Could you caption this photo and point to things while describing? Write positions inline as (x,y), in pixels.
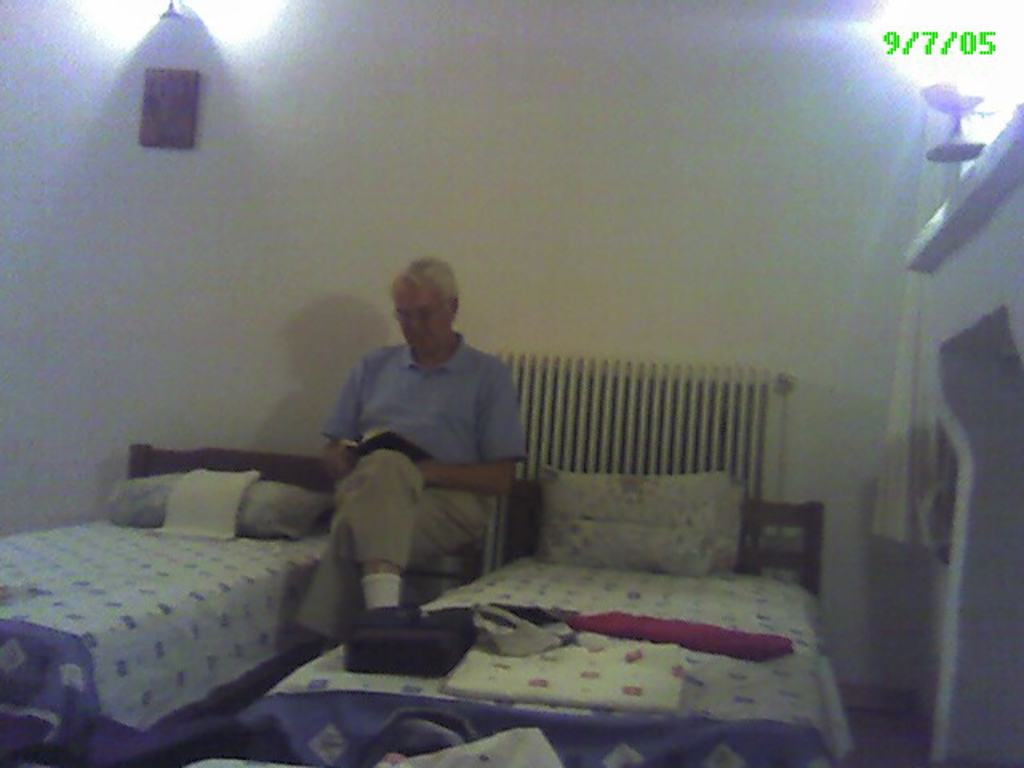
In this picture we can see a wall (389,106) at the back (544,116), and a person (437,293) sitting on a chair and reading a novel (418,447), and here is the bed (532,528) with a pillow (605,533) on it, and at left side (128,579) here is a cot (130,594), and at above here is the lamp (939,97).
